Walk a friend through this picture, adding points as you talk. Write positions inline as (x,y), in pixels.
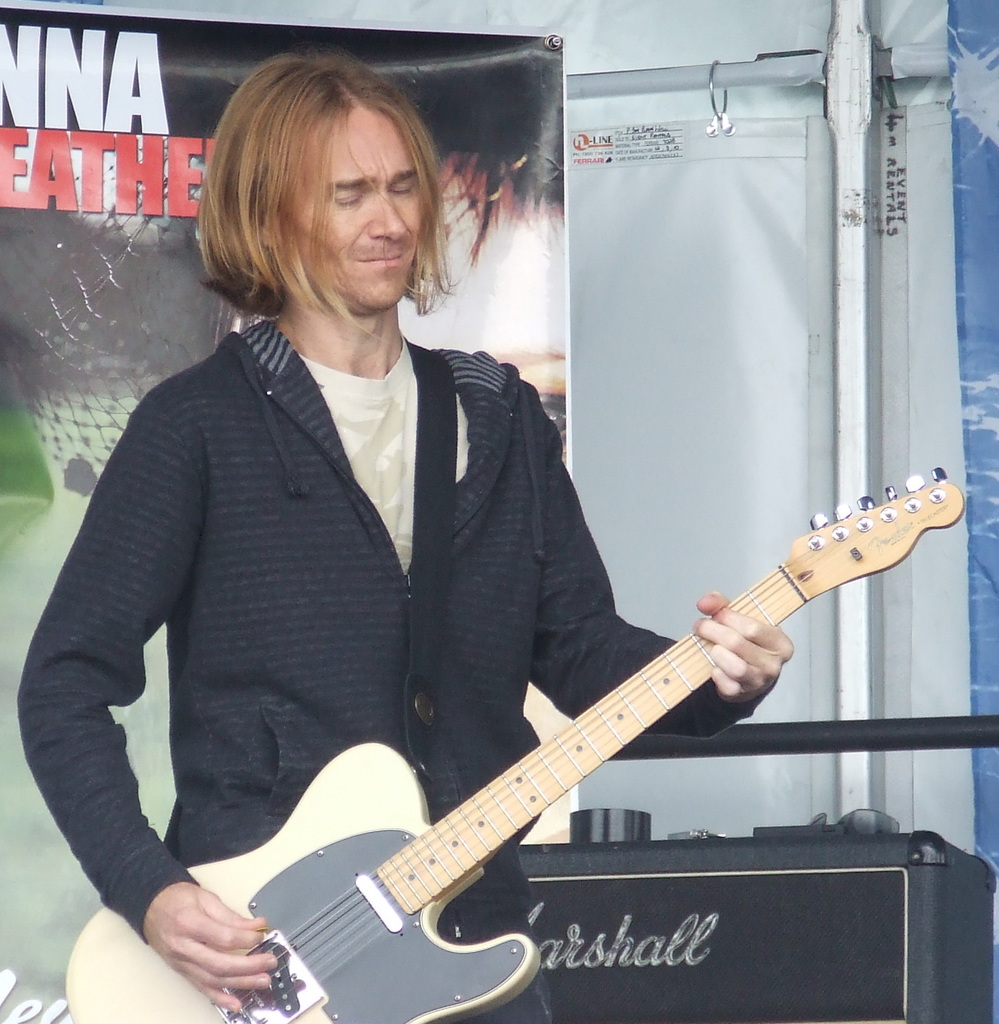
In this picture there is man (376,454) having blonde hair (292,256) is playing guitar (431,872). He is wearing a black sweater (303,534). In back of him there is a banner (86,256) and a speaker (686,902).
